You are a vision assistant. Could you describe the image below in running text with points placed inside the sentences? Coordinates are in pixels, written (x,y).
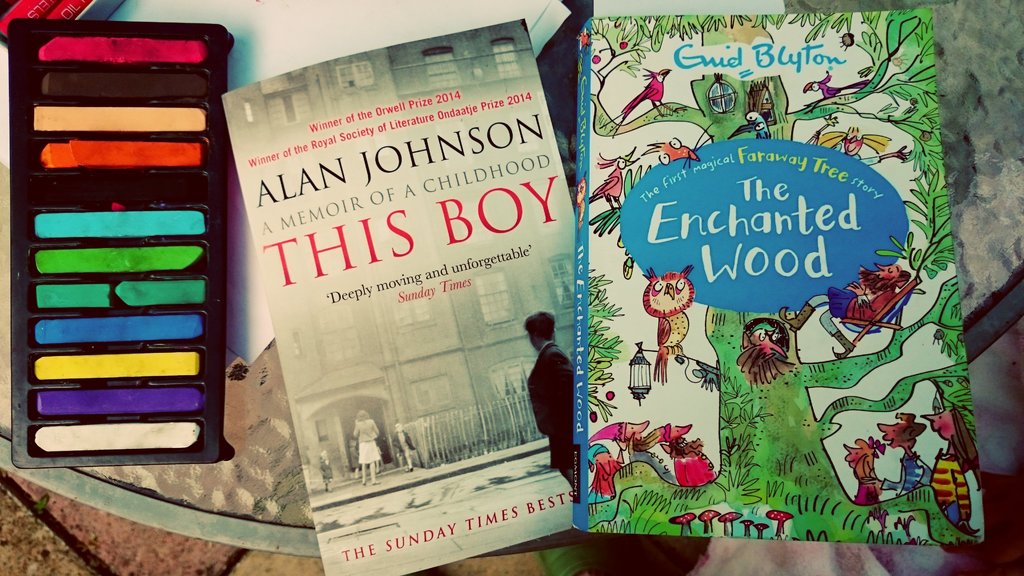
In this image there are books (515,280) and colors (62,57).
